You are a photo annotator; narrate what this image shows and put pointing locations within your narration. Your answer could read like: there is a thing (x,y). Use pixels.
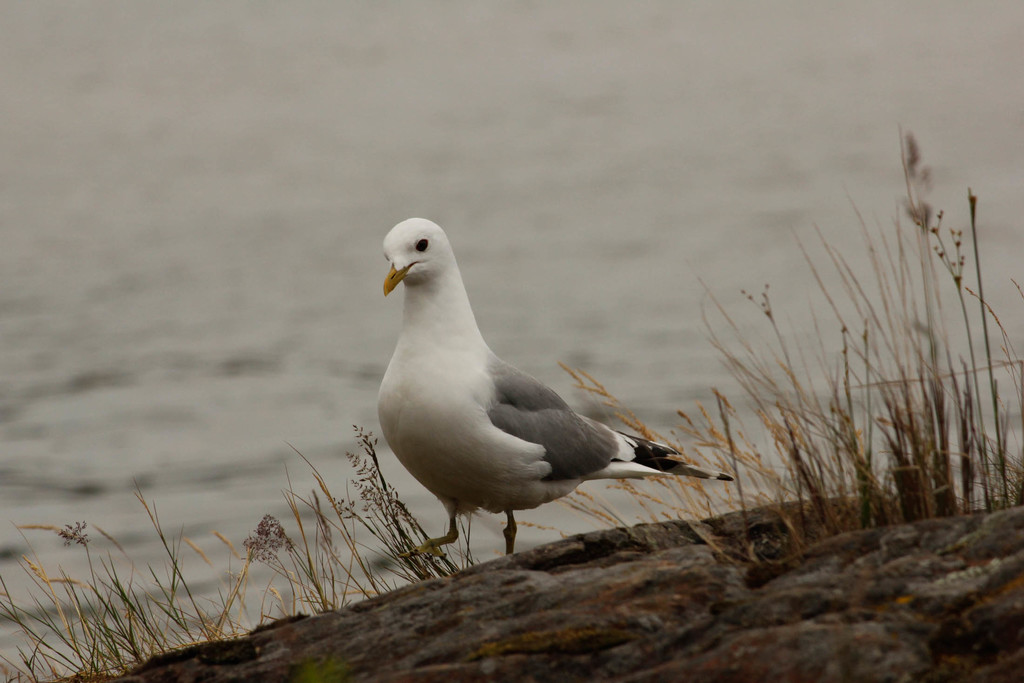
In this image I can see a white color bird (445,429) on the rock (529,624) and also I can see the grass (1003,459). In the background (327,181) I can see the water (138,178).
